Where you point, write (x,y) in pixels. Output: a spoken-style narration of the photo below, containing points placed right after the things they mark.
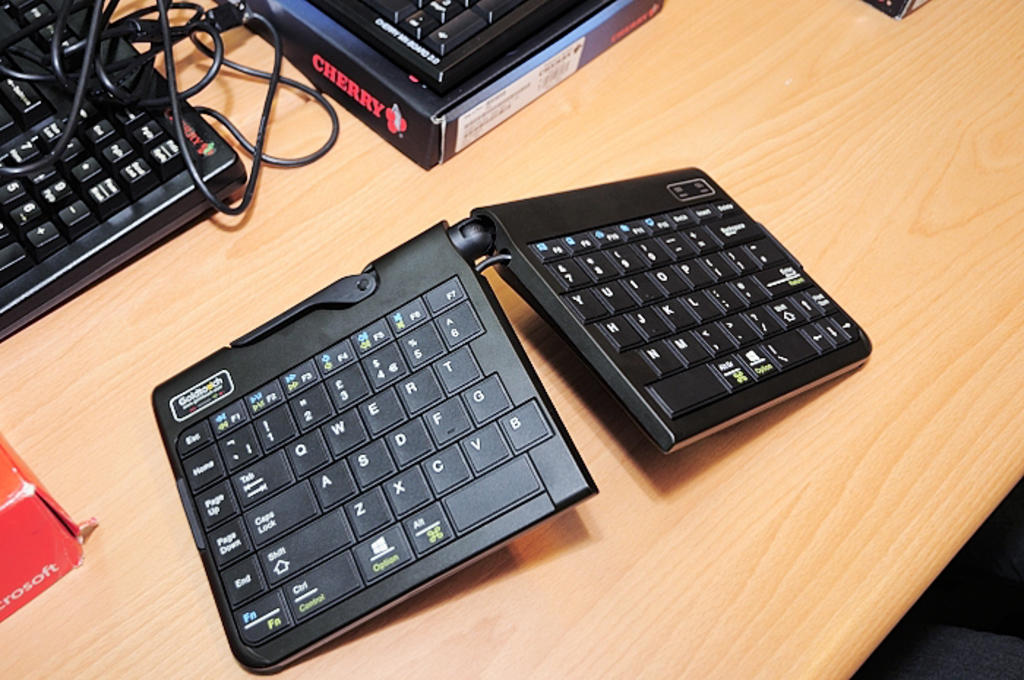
This picture shows keyboard (197,491) on the table (131,339).
